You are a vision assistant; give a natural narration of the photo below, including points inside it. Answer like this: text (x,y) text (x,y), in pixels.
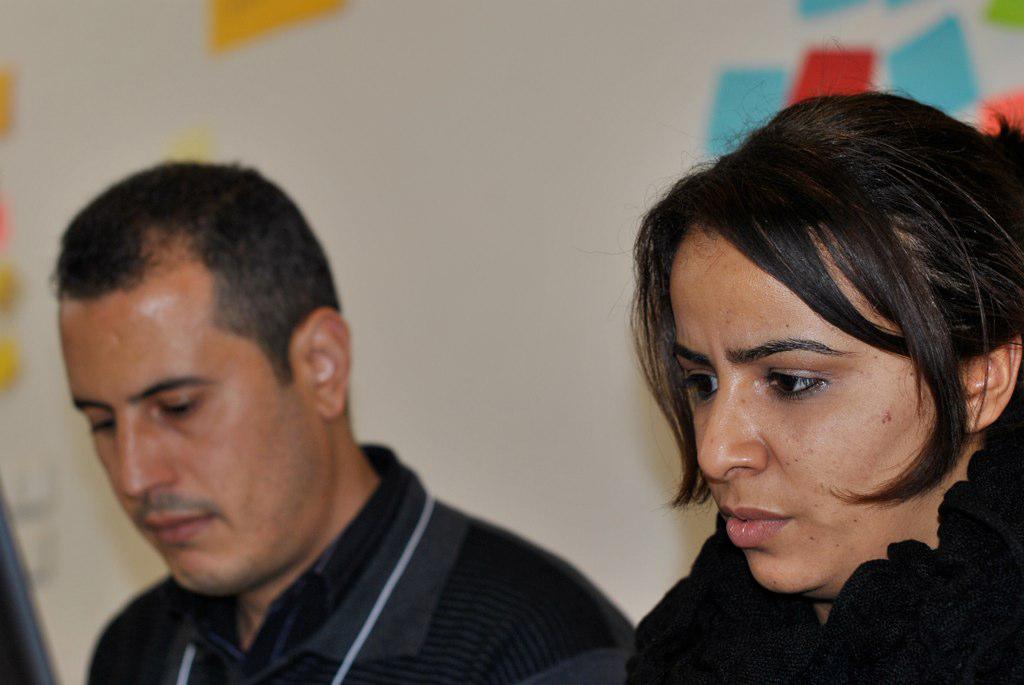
In this image we can see a man (489,651) and a lady (846,522). In the background (575,66) there is a wall (502,182).
